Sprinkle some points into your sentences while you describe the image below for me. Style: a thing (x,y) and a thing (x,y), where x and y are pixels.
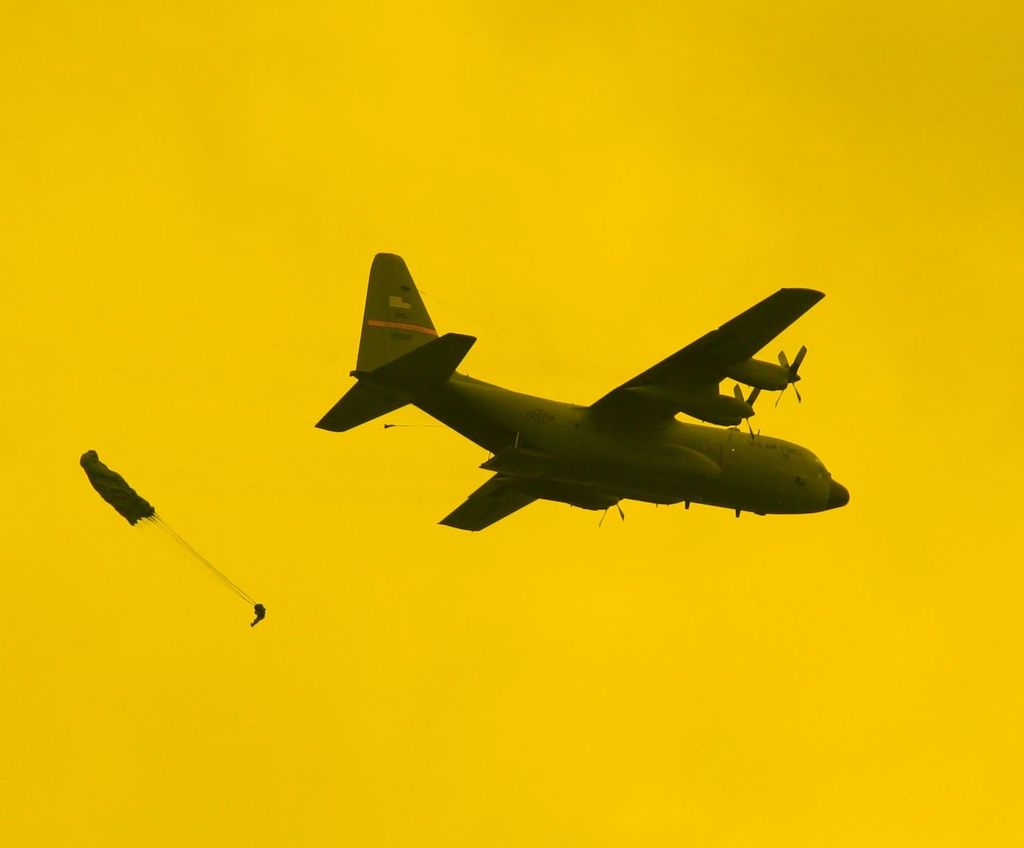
In this image we can see there is an aeroplane (537,496) and an object (177,539). In the background (624,256) it is yellow.
